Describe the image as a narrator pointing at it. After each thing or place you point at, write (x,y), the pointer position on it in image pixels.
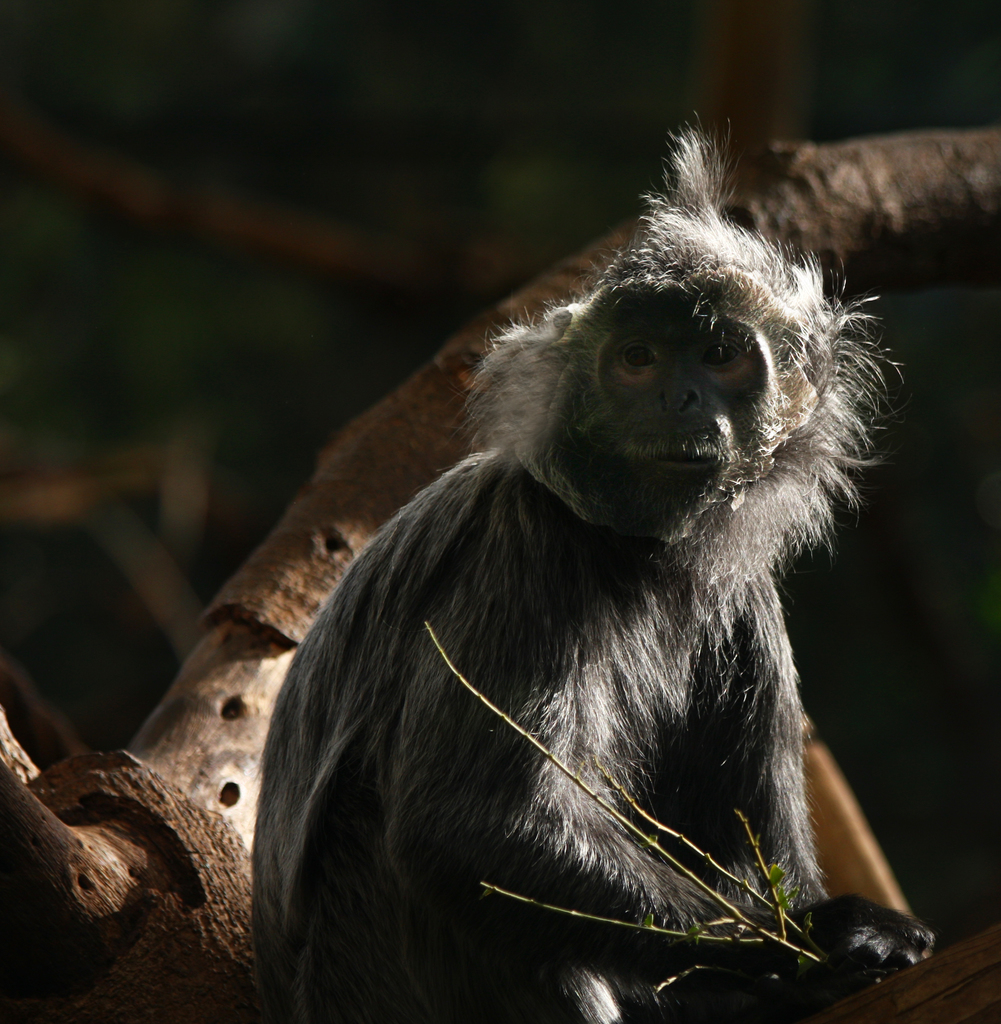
In this image in the foreground (325,667) there is one monkey (520,543), and in the background (232,696) there are some wooden sticks (197,773) and some objects (305,460).
